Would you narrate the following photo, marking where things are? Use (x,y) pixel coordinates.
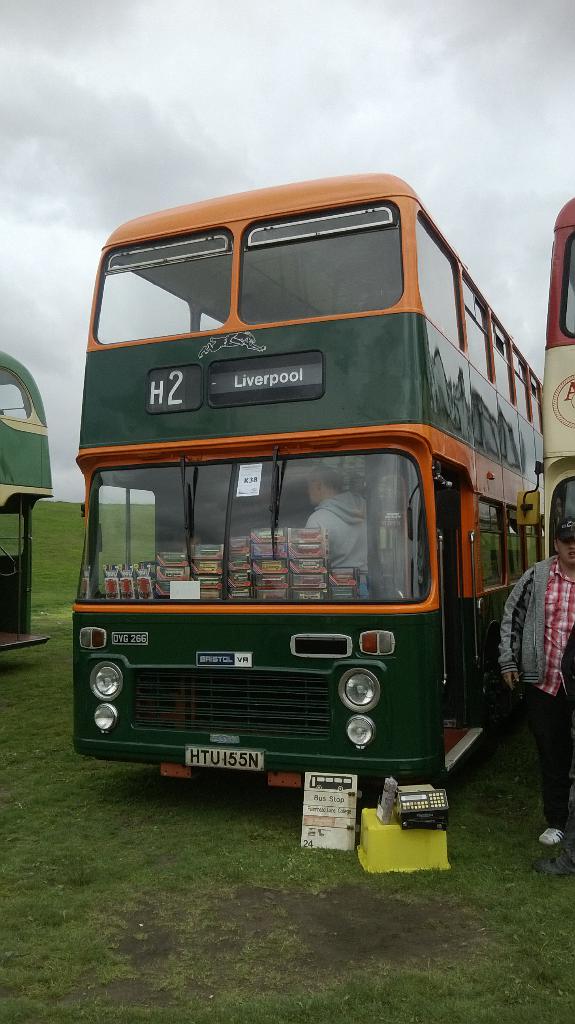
In this image we can see a bus (297,442). Inside the bus (297,442) there is a person (359,531) and some other items (243,555). On the bus (220,365) there is a board (221,385) with something written. Near to the bus (188,392) there are some items (323,818) on the ground (296,827). We can see a person (536,608) wearing cap (566,528) on the right side (549,674). On the ground (49,712) there is grass (68,829). In the background (209,176) there is sky (268,169) with clouds (227,176).
